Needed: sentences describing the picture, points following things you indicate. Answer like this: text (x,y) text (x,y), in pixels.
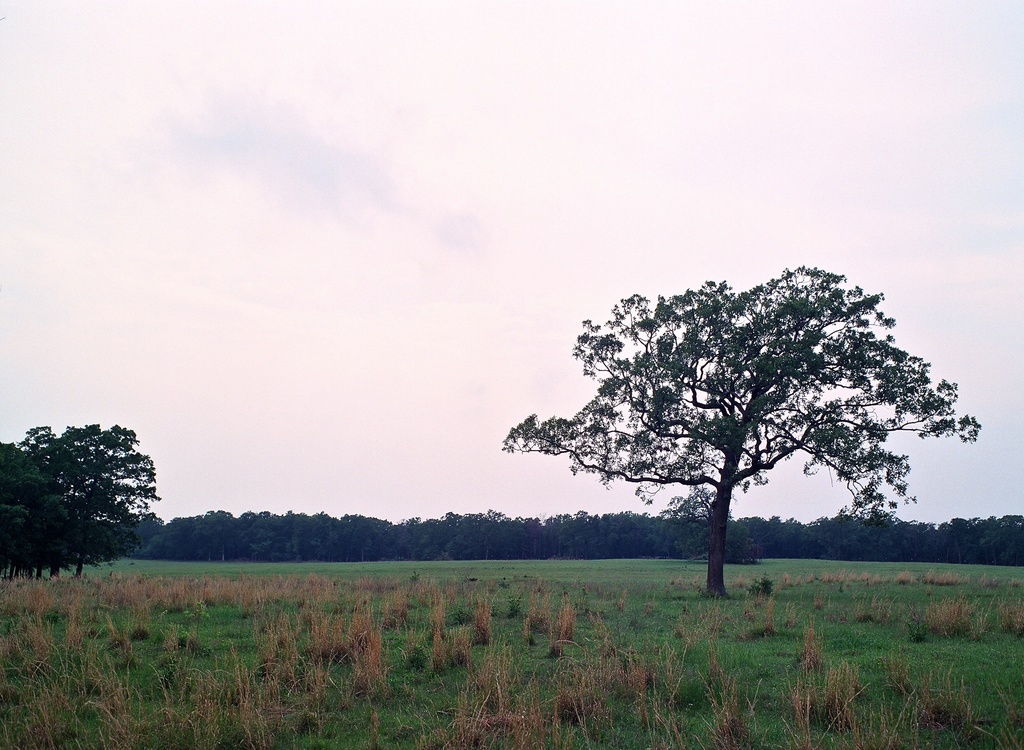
In this picture there are trees (68,510). At the top (414,186) there is sky (552,117) and there are clouds (87,192). At the bottom (370,608) there is grass (543,624) and there are plants (284,658).
